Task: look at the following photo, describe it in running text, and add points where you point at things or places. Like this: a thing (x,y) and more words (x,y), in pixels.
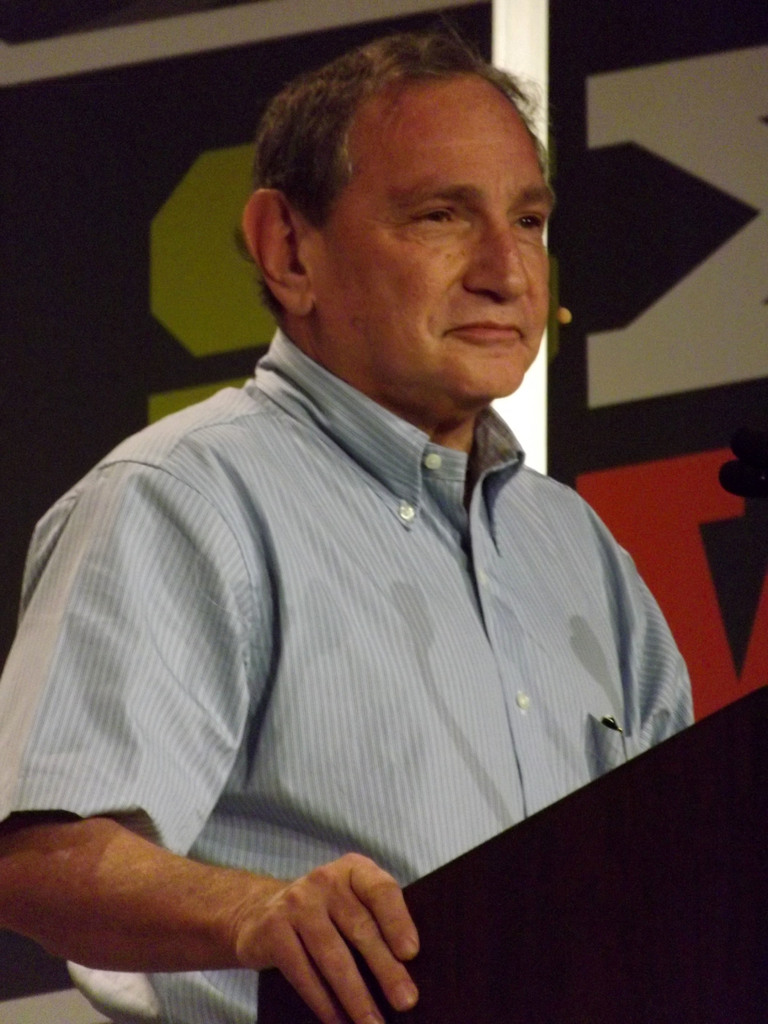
In this image I can see the person (200,511) standing in-front of the black color object (510,889). I can see the person (297,549) wearing the blue color dress (252,515). And there is a black, white, green and red color background (162,306).
